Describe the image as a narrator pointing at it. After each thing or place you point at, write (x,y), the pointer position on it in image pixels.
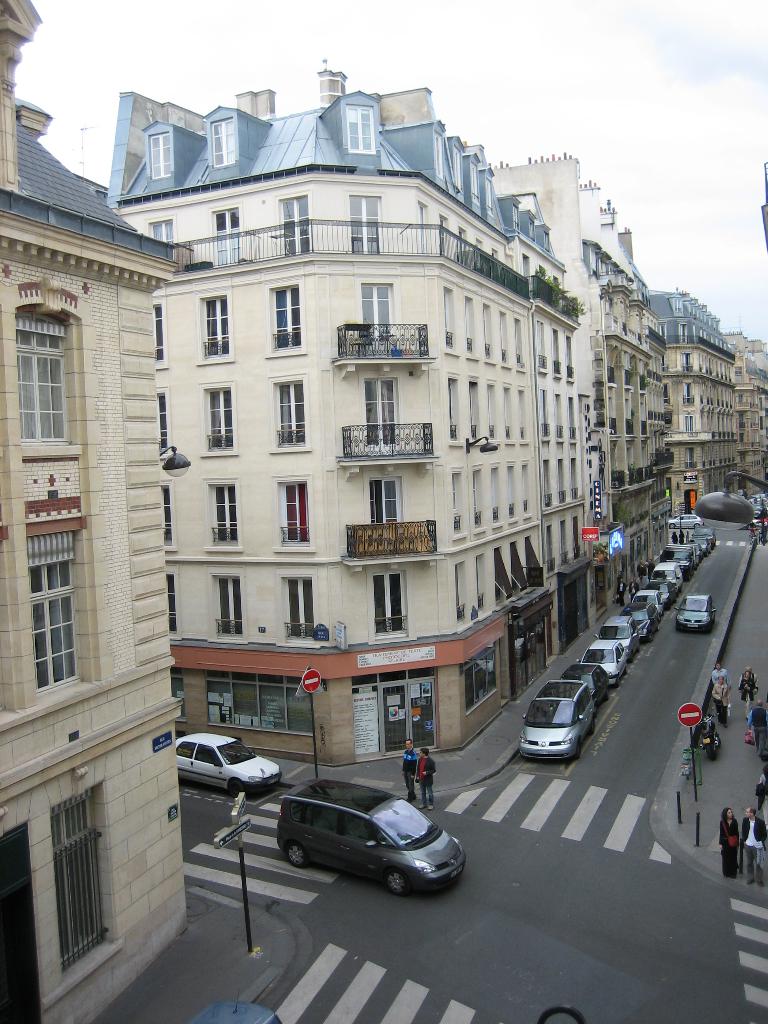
This picture is clicked outside. In the foreground (321,986) we can see the zebra crossings (590,800) and we can see the group of cars (679,628) and group of persons (757,733), we can see the poles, boards (595,510) the Lamps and some other objects (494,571) and we can see the buildings (444,369), windows (375,355) and railings (368,357) of the buildings (508,391). In the background (631,171) we can see the sky (628,193) and some other objects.
